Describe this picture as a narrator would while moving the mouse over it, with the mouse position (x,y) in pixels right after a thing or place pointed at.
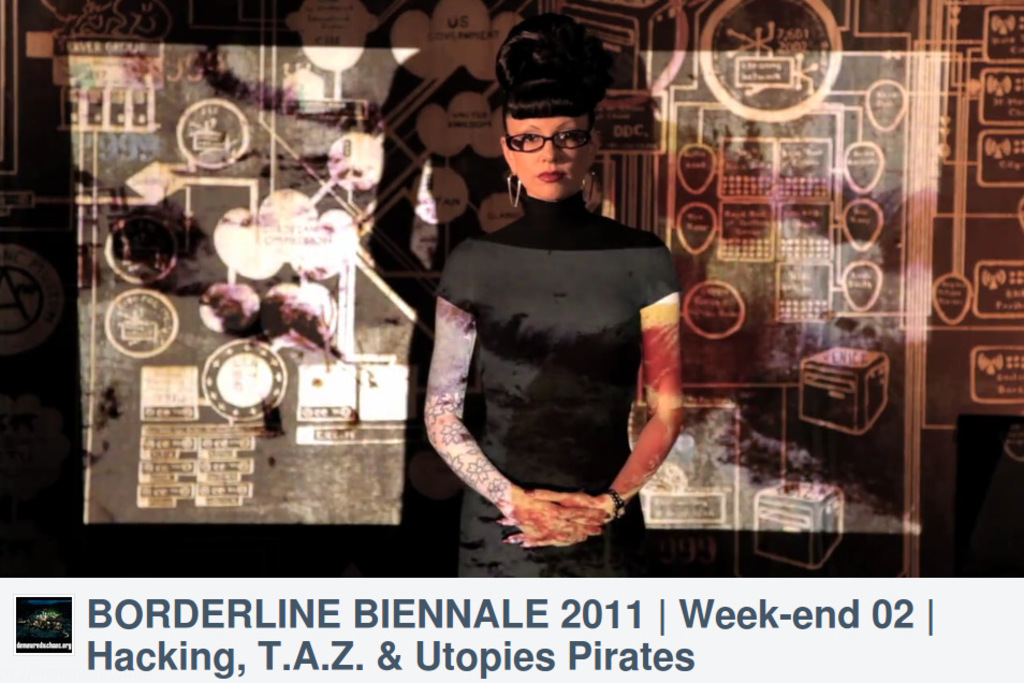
In the picture there is a woman (527,322) standing, behind the woman (502,340) there is a screen (297,323), there is some text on the wall (400,437).
